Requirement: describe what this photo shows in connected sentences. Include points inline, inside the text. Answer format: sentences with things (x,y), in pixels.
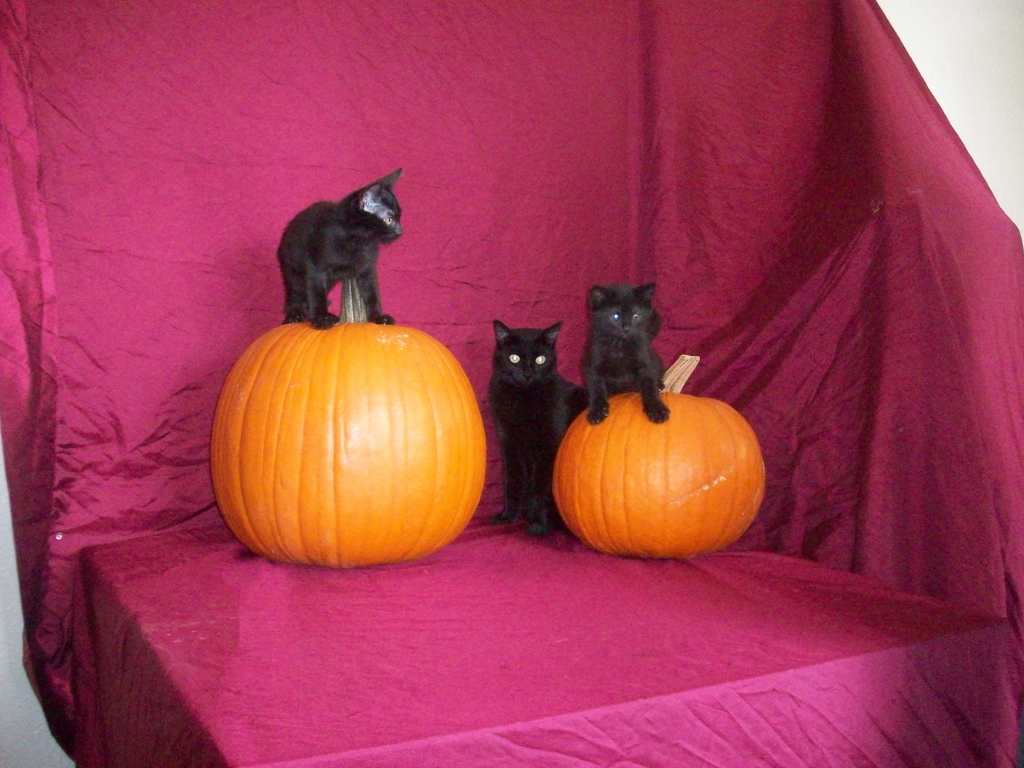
In this picture I can observe two pumpkins (449,452). There are three cats (566,406) in the middle of the picture (531,389). Two of them are on the pumpkins (632,469). I can observe a pink color cloth (84,190) in the background (214,518).
